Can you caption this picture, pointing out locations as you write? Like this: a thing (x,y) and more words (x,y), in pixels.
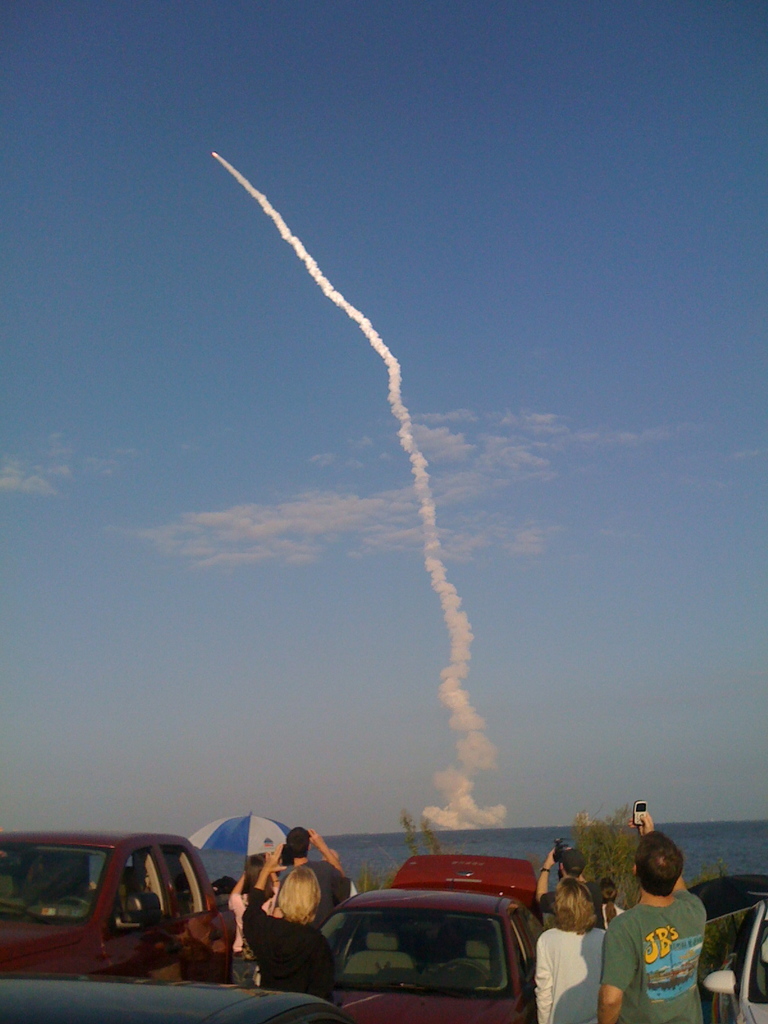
In the image we can see there are many people (331,878), wearing clothes (236,910) and some of them are holding gadgets (640,812) in their hands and they are standing. We can even see there are many vehicles (182,945) of different colors. Here we can see an umbrella (256,841) and the water (501,848). Here we can see the sky (460,419) and the smoke (399,407).
